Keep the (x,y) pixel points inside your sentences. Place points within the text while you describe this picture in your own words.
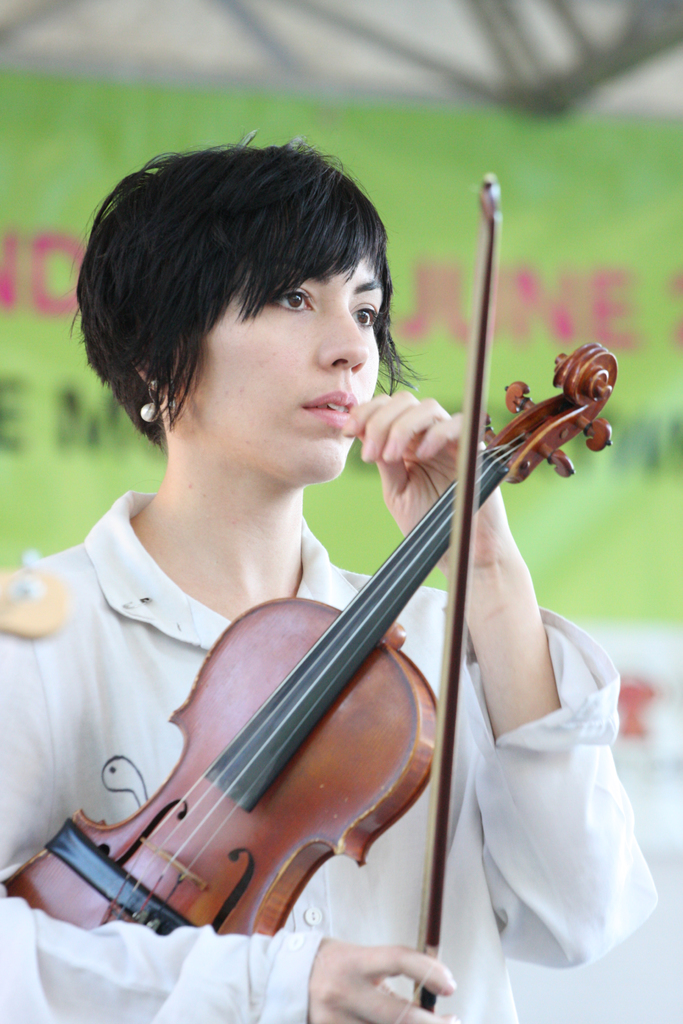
In this picture there is a woman (485,744) wearing white dress (140,637) is holding a violin (414,769) in her hand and there is a green color banner (437,141) behind her which has something written on it.
